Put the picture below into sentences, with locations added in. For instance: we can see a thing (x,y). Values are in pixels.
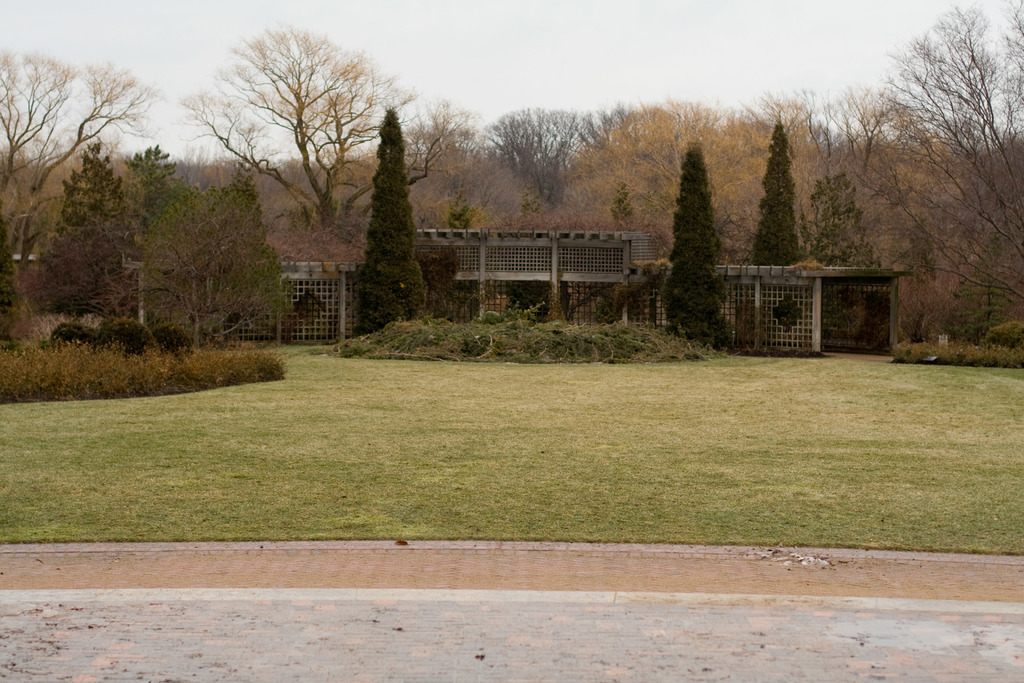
In the foreground of the picture (400,535) there are grass (238,472), pavement (463,581) and dust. In the center of the picture (555,248) there are trees (284,212), plants (140,353), building (643,270) and waste (536,335). Sky (544,41) is cloudy.
